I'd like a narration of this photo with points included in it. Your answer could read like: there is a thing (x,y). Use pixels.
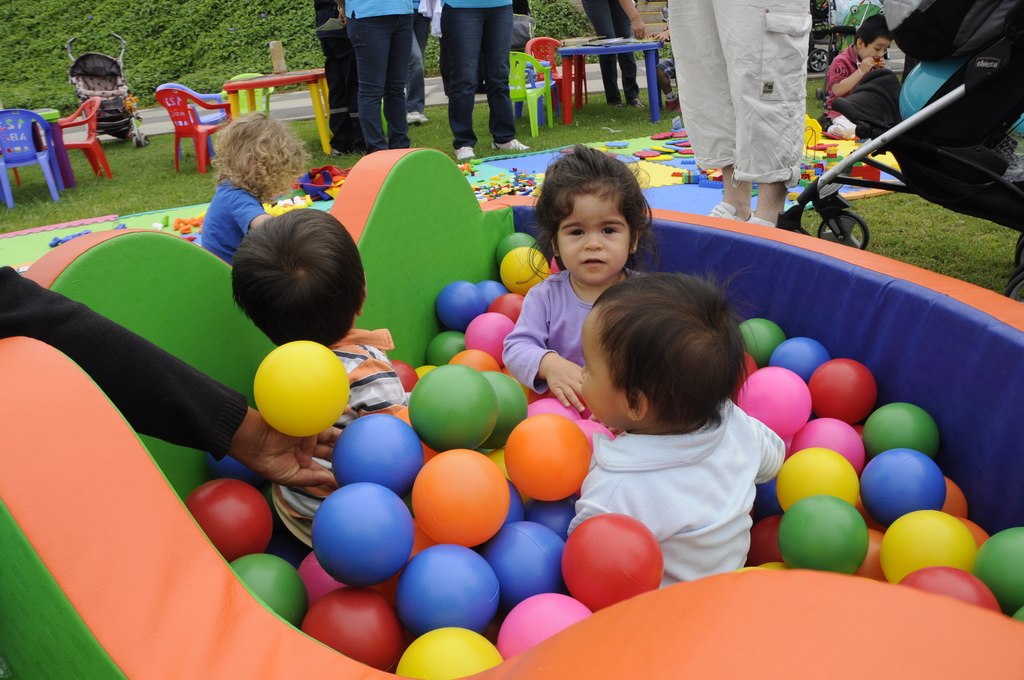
In this image I can see the children (380,362) inside the playing tub (395,336). I can see some colorful balls (394,461) in the tub (418,335). To the side of the tub (355,189) I can see few more people (236,193), colorful sheets (484,180) and many objects (465,169) on the grass (928,208). To the right (914,186) I can see the stroller (886,144). I can also see the chairs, tables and the plants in the back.
